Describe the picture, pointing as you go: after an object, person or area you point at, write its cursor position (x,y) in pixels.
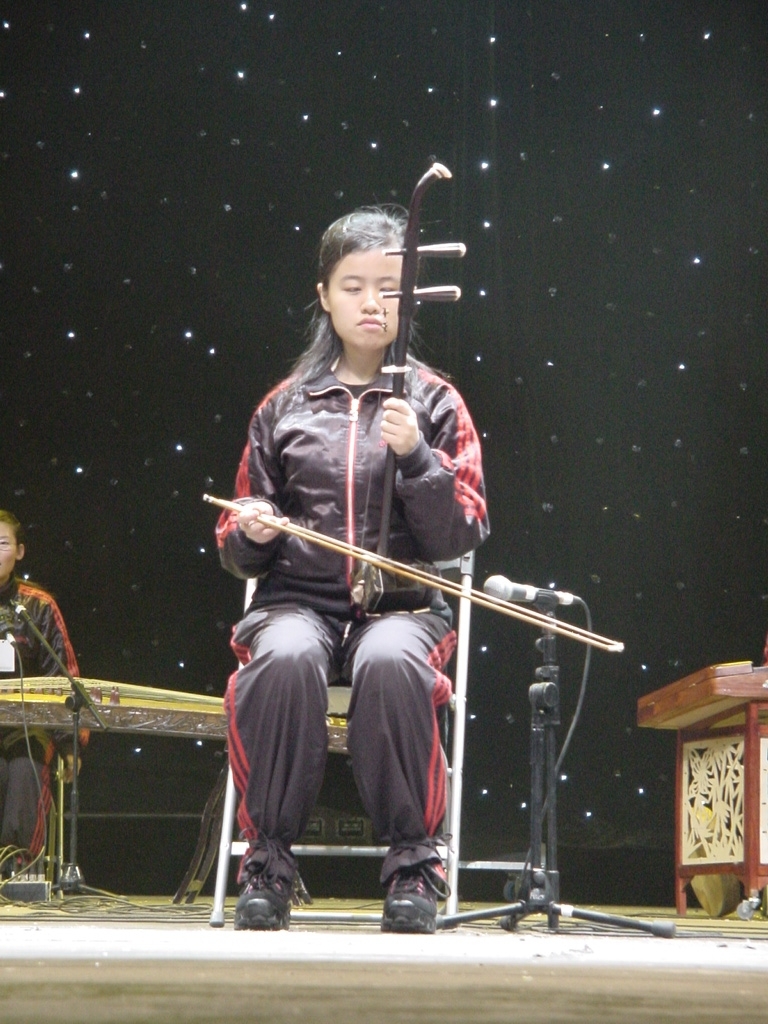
At the center of the image (343,563) there is a girl (316,554) sat on the chair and playing a musical instrument (393,457), beside her there is a mike (541,667). On the right side of the image (712,779) there is a table (725,814). On the other side of the image there is a person (20,737) playing other musical instrument (134,711). The background (42,300) is dark.
